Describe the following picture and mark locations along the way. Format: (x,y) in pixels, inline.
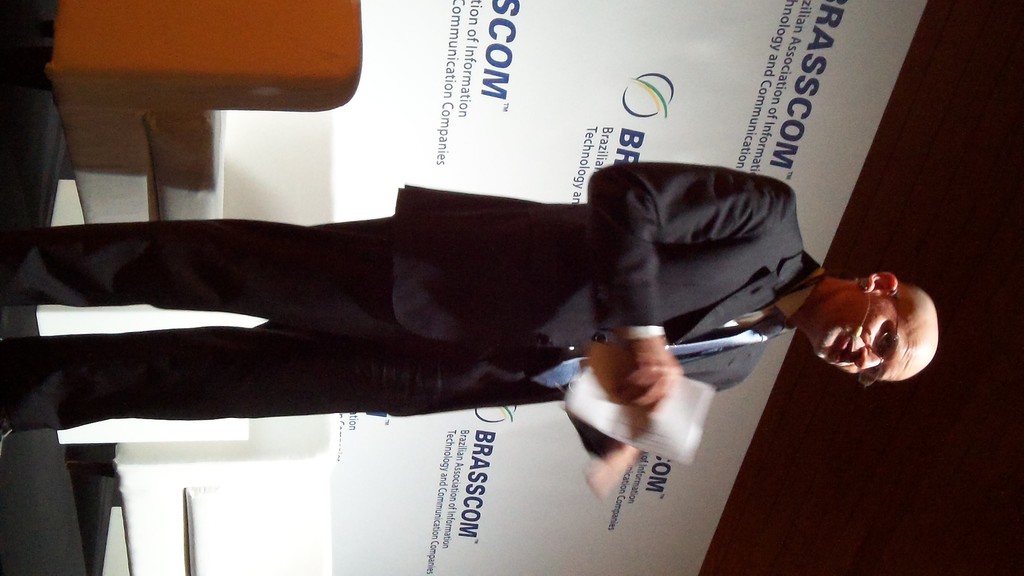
In this picture I can see a man (751,218) in the middle (358,366), he is wearing a coat (576,314), spectacles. On the left side (203,195) there are sofas (226,458), in the background (639,70) it looks like a banner (543,448).
